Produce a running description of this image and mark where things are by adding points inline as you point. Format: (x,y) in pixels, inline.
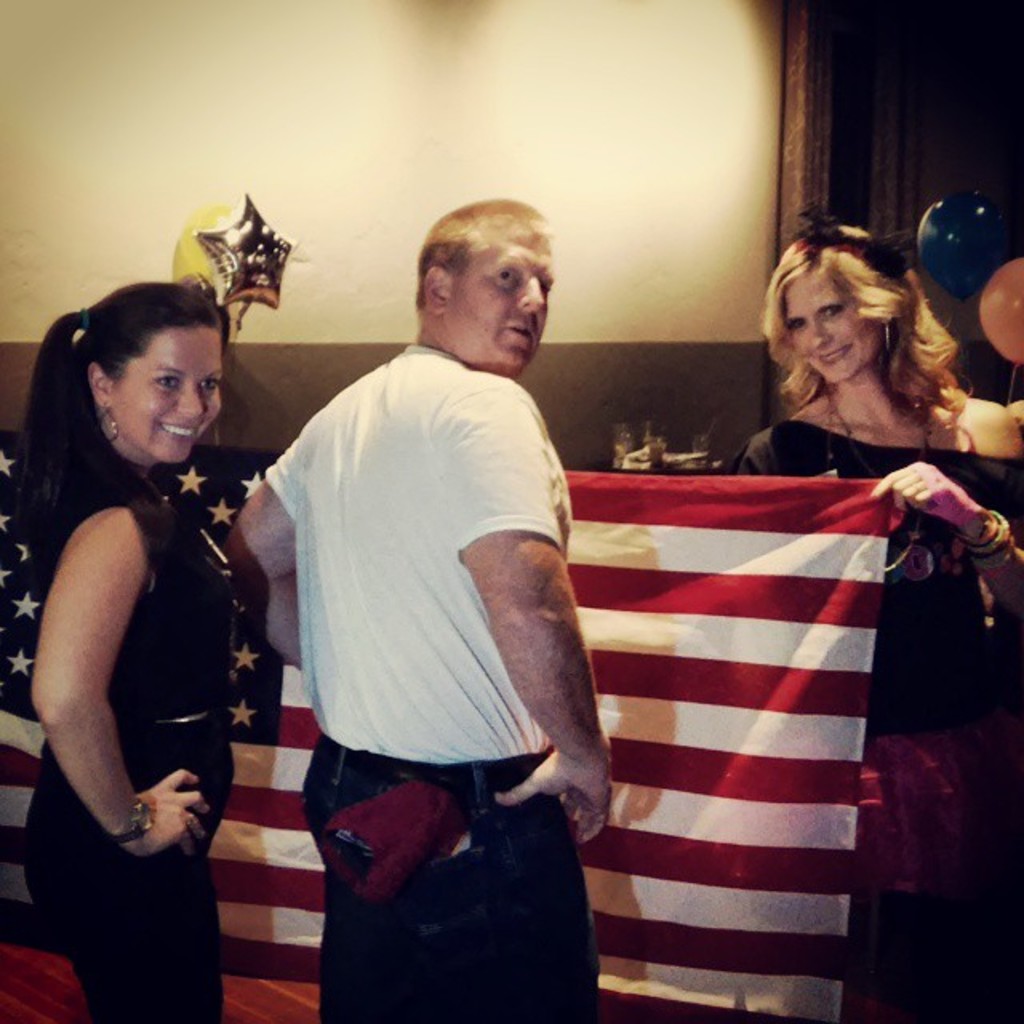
In this picture we can see a wall (366,132) and also balloons (1012,272) which are yellow in colour blue and orange colour. Here we can see a woman (924,617) with a beautiful dress (922,660), wearing bangles (999,558) holding a flag (719,666). We can see a man (398,628) with a white Shirt (424,539), beside a man (265,535) there is a woman (192,607) standing wearing a watch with a beautiful smile (190,431).
